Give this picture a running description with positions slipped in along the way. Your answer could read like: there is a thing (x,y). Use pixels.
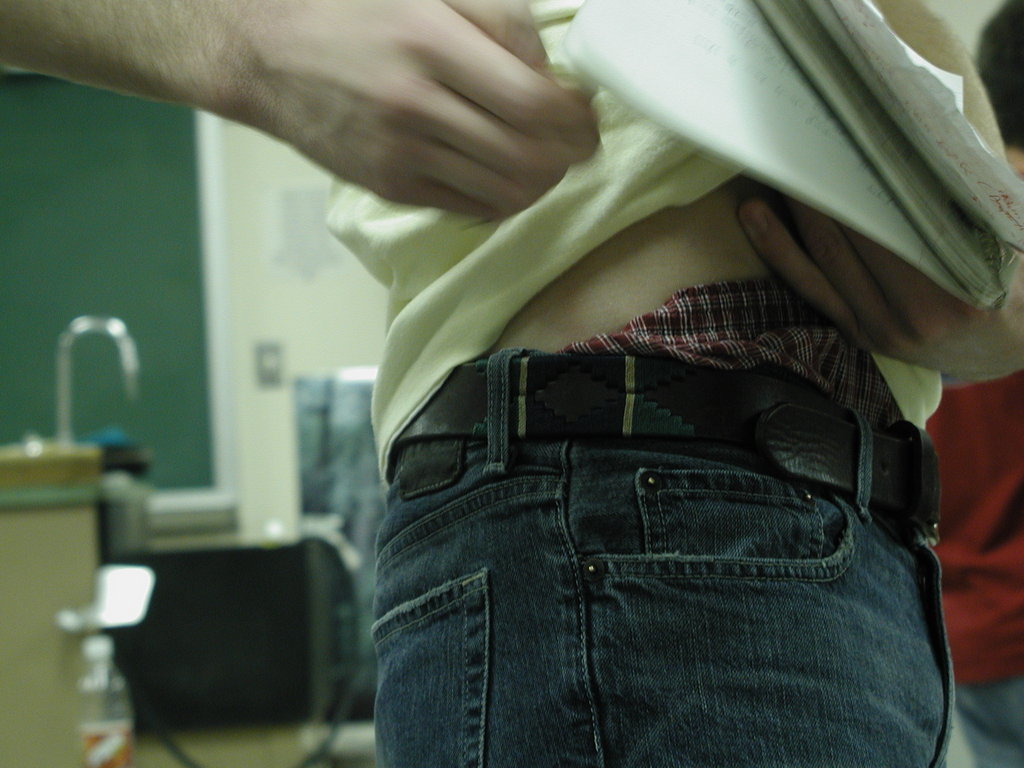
In the picture we can see a person (879,630) standing and showing his hip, removing some part of shirt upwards and in the background (208,577), we can see a wall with a board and near to it, we can see a table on it we can see a pipe kind of substance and placed something on it.
